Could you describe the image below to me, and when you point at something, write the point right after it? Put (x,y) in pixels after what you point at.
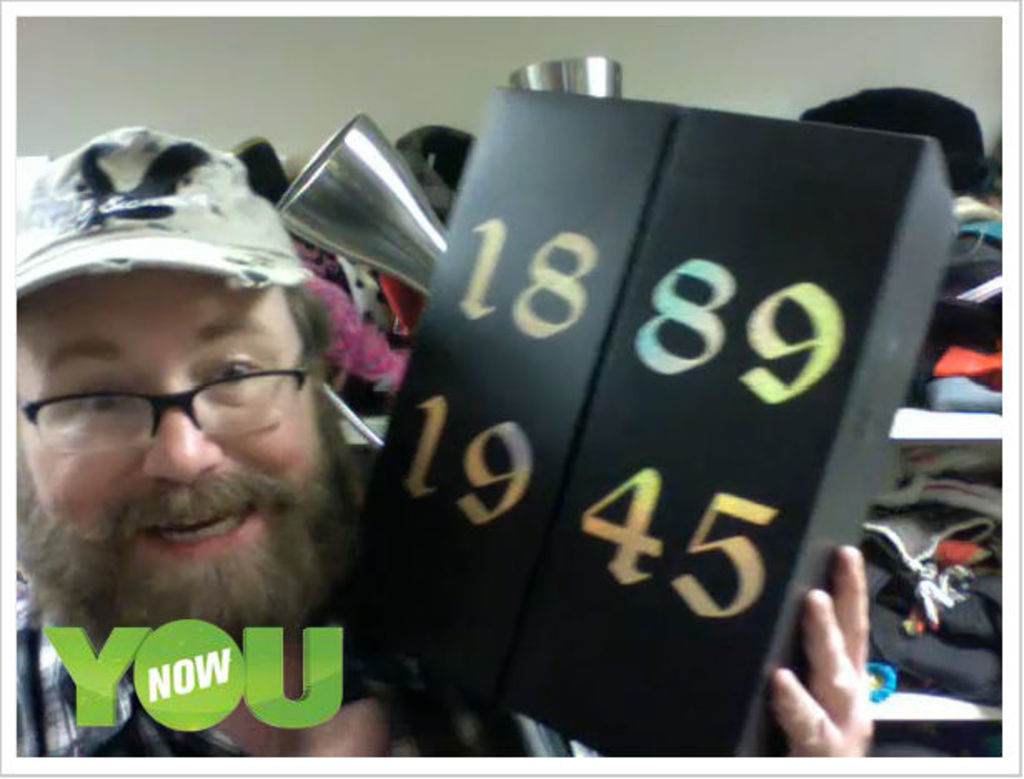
In this picture we can see a person (254,472) wearing spectacles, he is holding a box (598,262), on which we can see some numbers (479,506), behind we can see some clothes (935,564) in a shelves (869,572).
